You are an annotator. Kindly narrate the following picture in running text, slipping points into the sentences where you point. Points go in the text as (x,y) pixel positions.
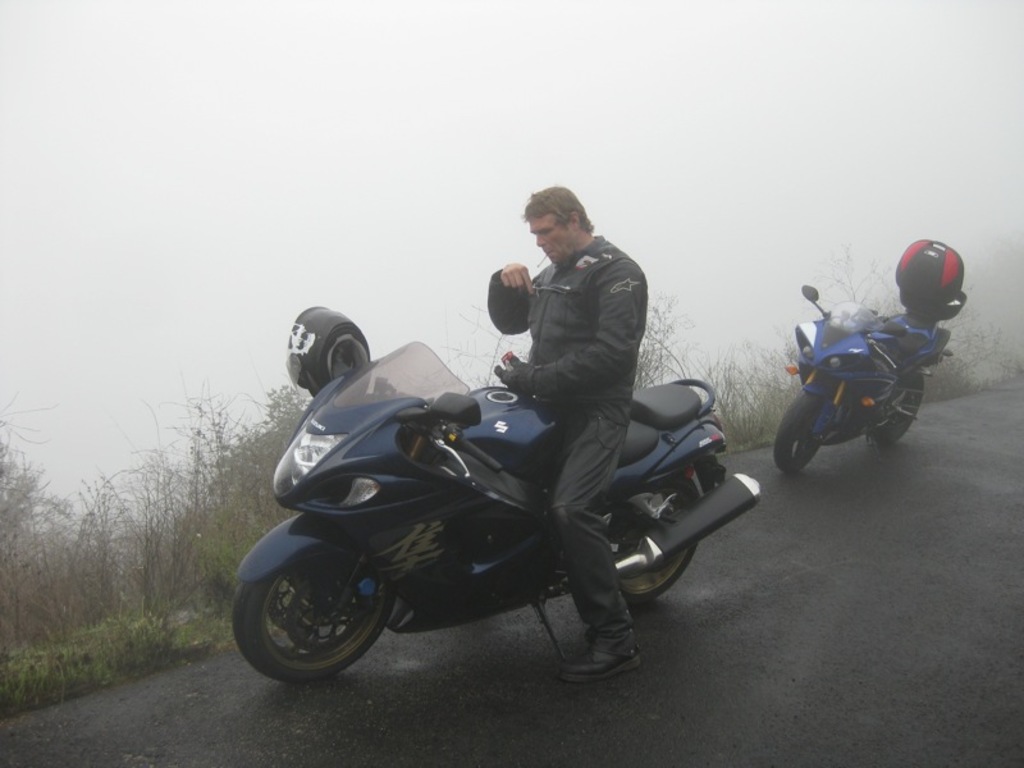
a person (577,463) is standing by a motorcycle (463,557). behind him there is another blue motorcycle (874,379), at its back there is a helmet (909,303). behind them there are plants (746,368) and fog (381,157).
